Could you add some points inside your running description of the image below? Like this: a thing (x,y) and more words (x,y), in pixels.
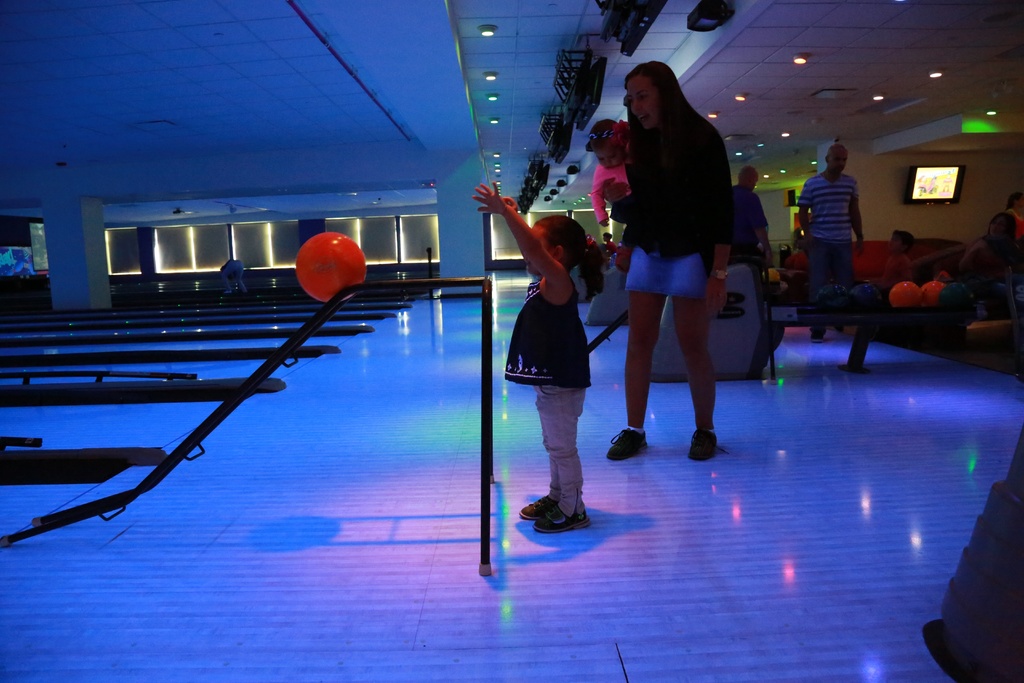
On the left side (340,235), there is an orange color ball (311,269) on a ramp (199,437). On the right side (901,267), there are persons (697,456) on the floor (682,494). In the background (917,176), there are lights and screens (928,169) attached to the roof (460,63), there is a sofa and there are other objects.
